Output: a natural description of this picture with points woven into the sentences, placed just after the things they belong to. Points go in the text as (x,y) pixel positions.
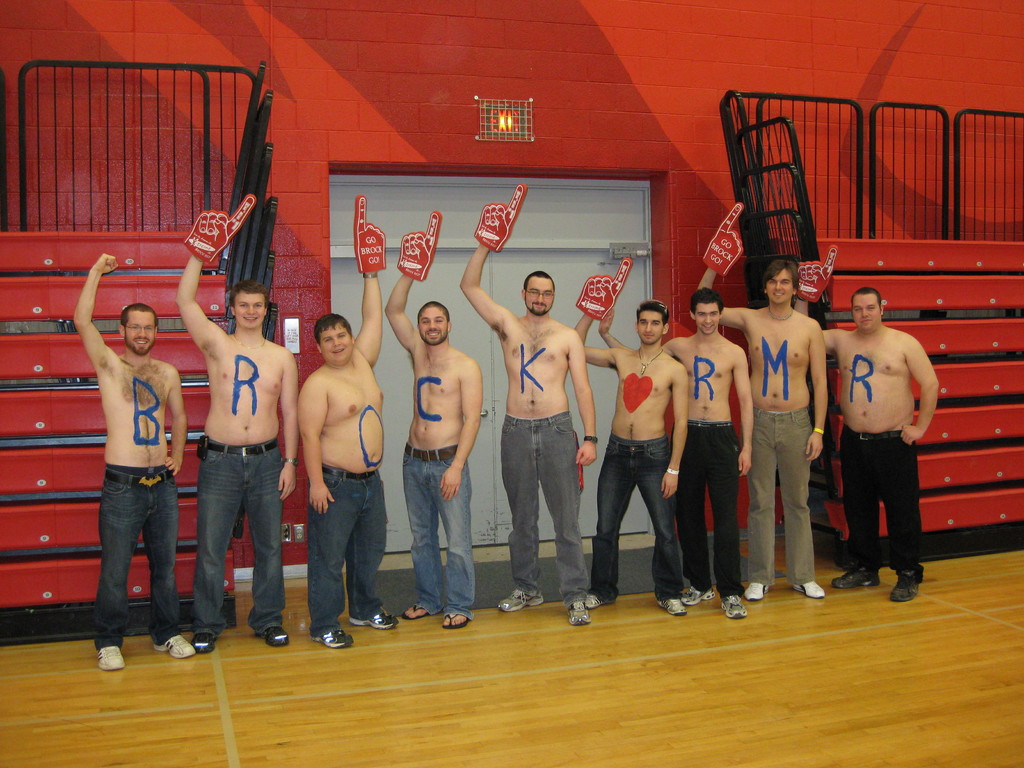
In this picture I can see few men (418,506) standing with out shirts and I can see alphabets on their body (893,389) and few of them holding hand symbol (827,266) in their hands (807,281) and I can see stairs (13,291) on both sides of the door (521,219). Looks like a Indoor stadium (984,577) and a light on the top of the door (493,525).
